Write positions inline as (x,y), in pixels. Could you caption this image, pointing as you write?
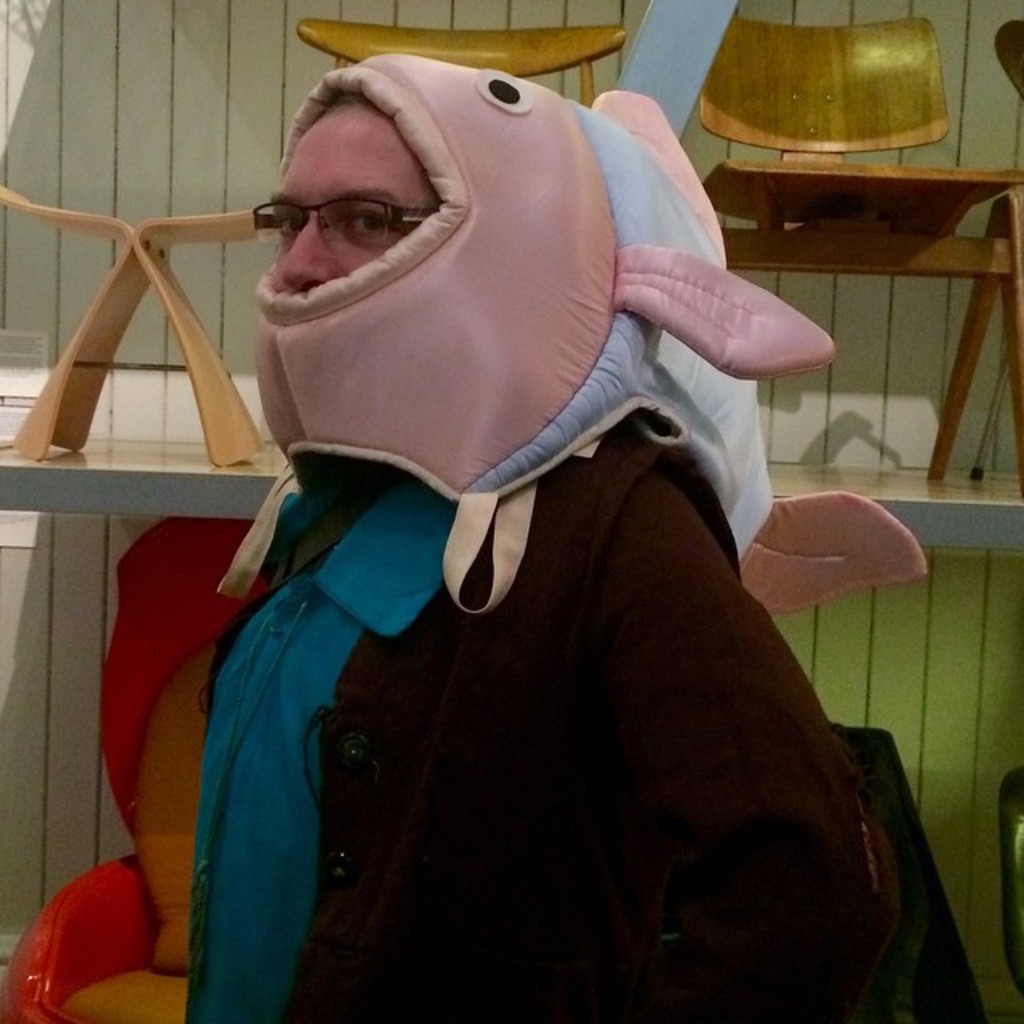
In this image there is a person (552,629). There are chairs (167,530) in the background (170,544). There is a white color wall (959,91).
